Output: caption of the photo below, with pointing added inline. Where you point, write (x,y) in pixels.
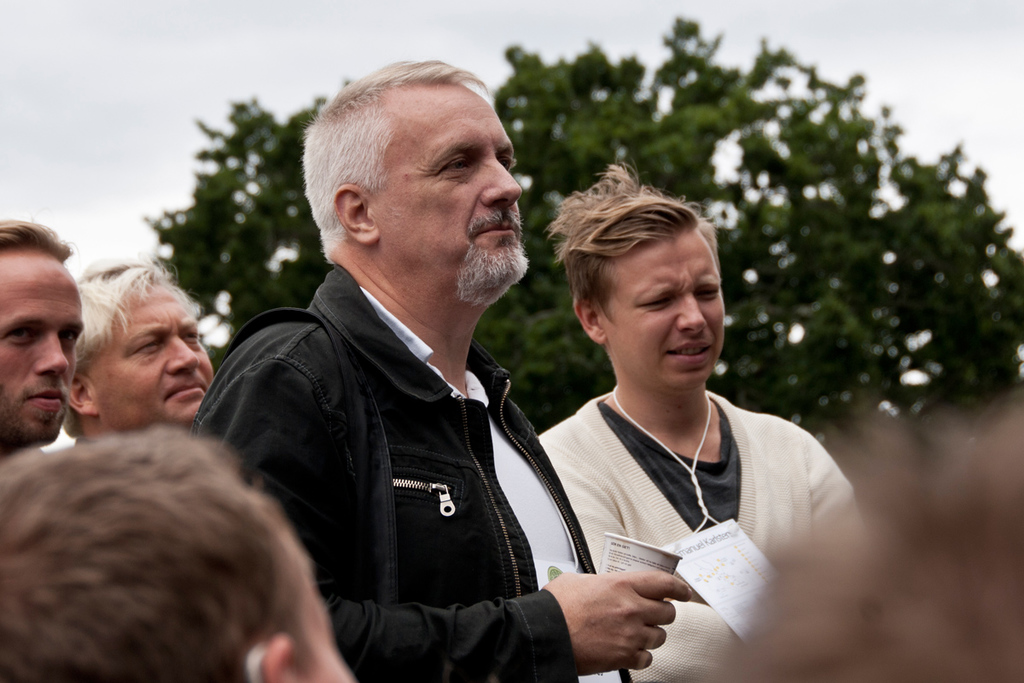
In this image we can see two persons (618,199) are standing, here a man (520,561) is holding glass (618,540) in the hand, at back (34,377) there are group of persons (134,293) standing, there is the tree (984,179), at above here is the sky (914,139).
